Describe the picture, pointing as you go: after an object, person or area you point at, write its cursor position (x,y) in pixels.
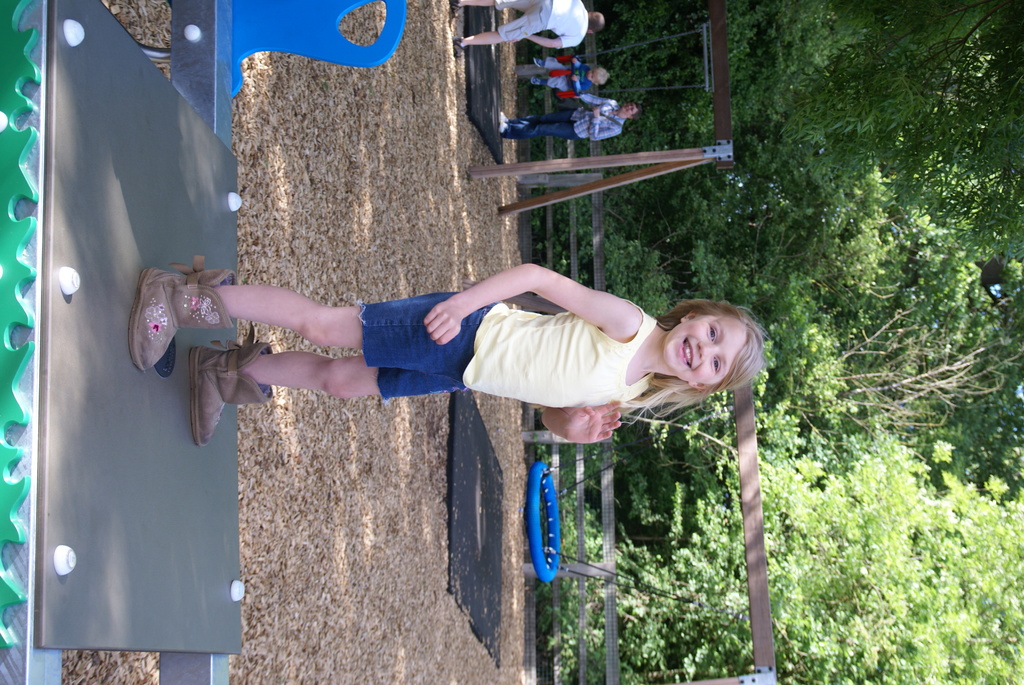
Front this girl (403,336) is standing on the platform (223,336). Background (616,513) there is a fence (549,439), people (606,110), trees (836,153) and swings (557,527).
